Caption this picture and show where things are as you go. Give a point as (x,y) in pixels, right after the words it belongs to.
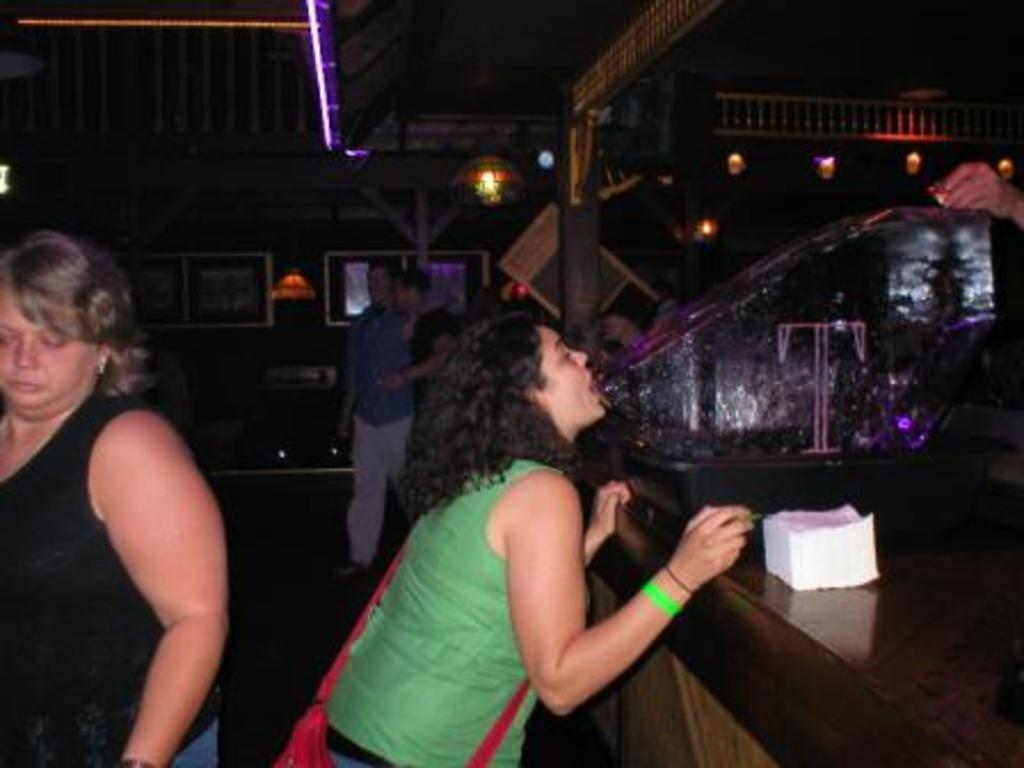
There is one woman (509,573) standing at the bottom of this image (502,659), and there is another woman (96,534) wearing black color t shirt (84,611) on the left side of this image (73,519). There are two men (382,349) and a wall (495,276) in the background (316,289). There is a tissue bundle (816,559) kept on a table (828,635) on the right side of this image (828,554). We can see some lights (332,100) at the top of this image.
